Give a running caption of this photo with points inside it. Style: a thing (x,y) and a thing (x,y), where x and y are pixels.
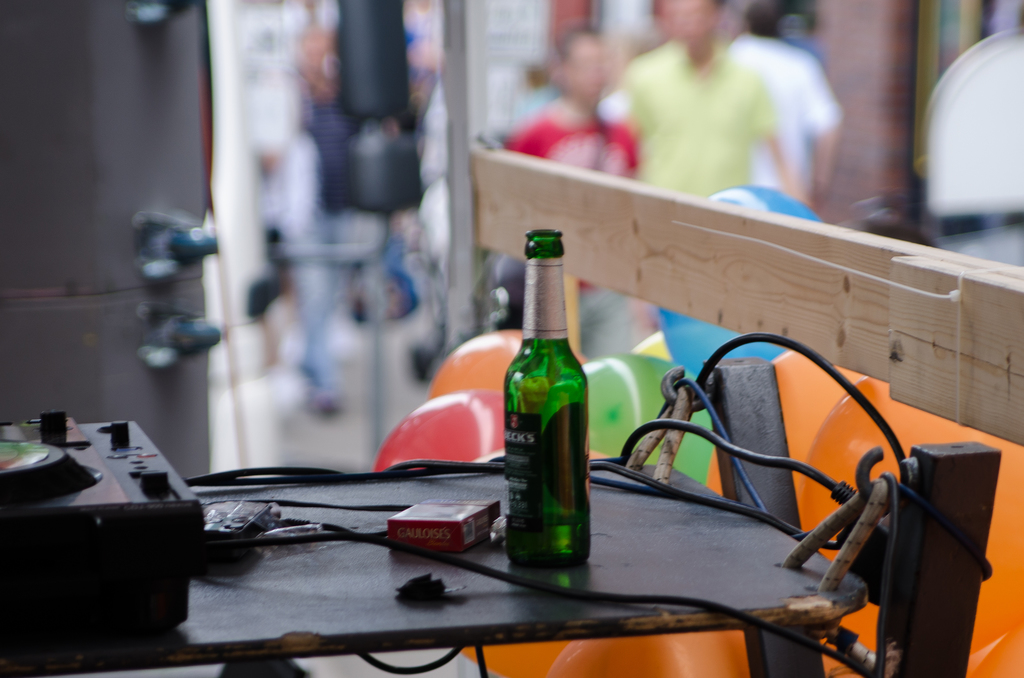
Here in this picture there is a table (423,617). On that table (299,597) there is a black color box (132,531) and some red color packet (445,532). There is a green color bottle (529,442). Wires (629,472) are there on the table (649,472). To the right side (755,72) there are some people (669,118). And in the right side (832,431) we can see some balloons (852,429).
